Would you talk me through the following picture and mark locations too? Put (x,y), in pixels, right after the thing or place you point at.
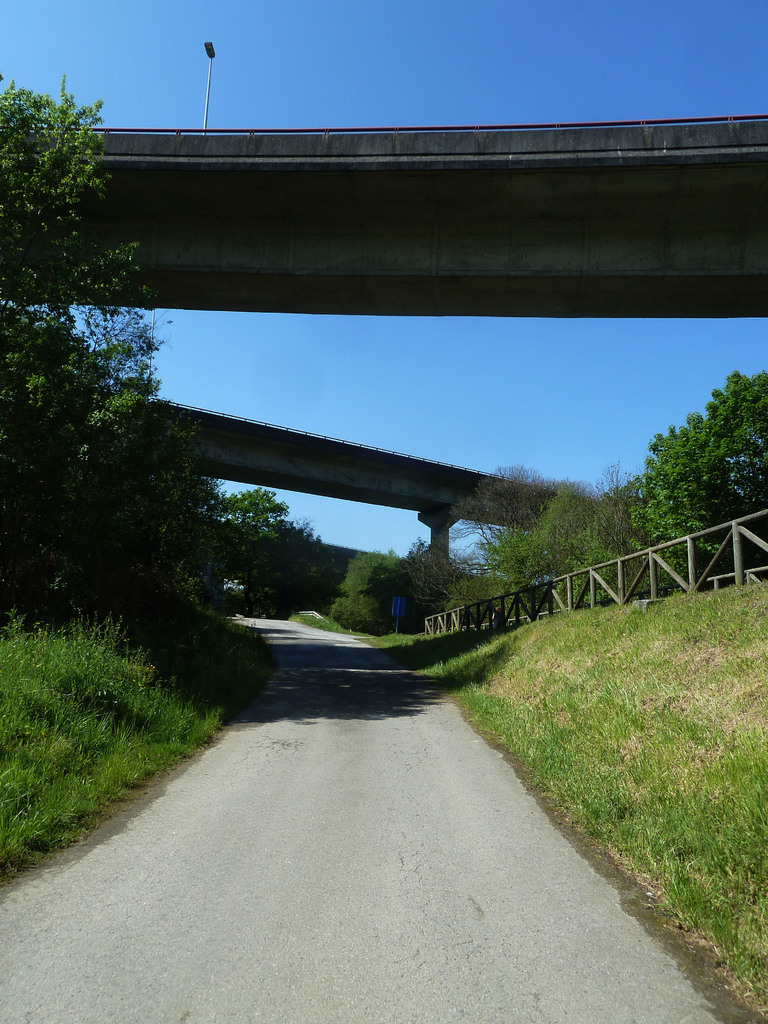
In the center of the image (401,461) we can see two bridges (401,461). On the right side of the image (763,546) we can see a fence (467,615). In the background (578,546), we can see a group of trees (373,572) and the sky (225,103).
